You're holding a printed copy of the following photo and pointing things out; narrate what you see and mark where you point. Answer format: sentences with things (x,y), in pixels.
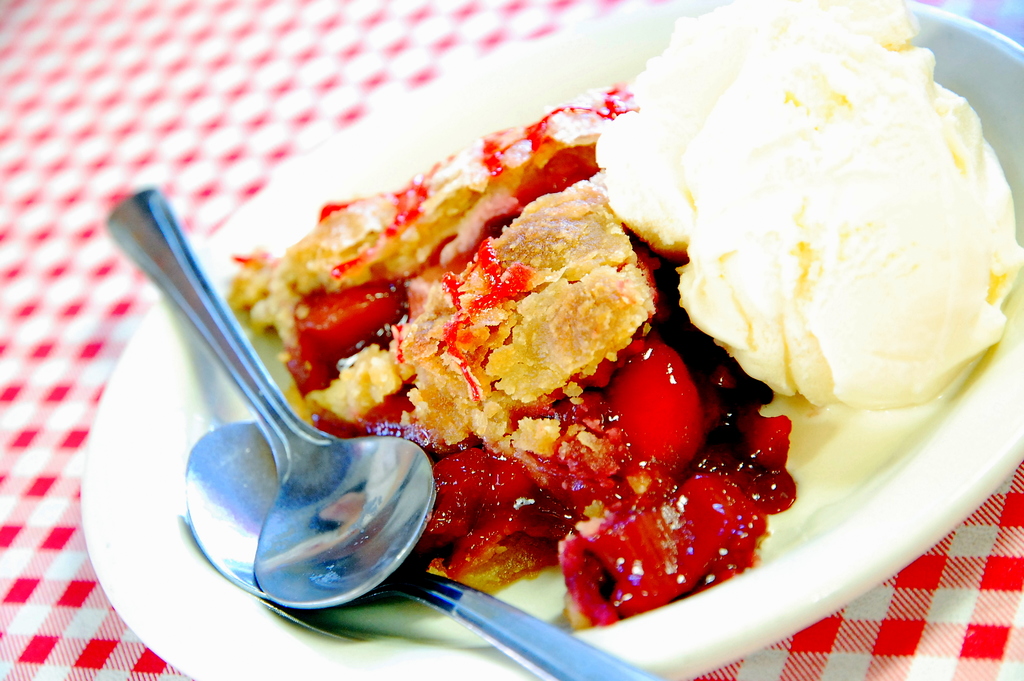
In the picture we can see a table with a table cloth (37,388) and a plate (911,453) on it which is white in color with some ice cream (718,83) and some fruit garnish (399,293) and two spoons (287,501) in it.
